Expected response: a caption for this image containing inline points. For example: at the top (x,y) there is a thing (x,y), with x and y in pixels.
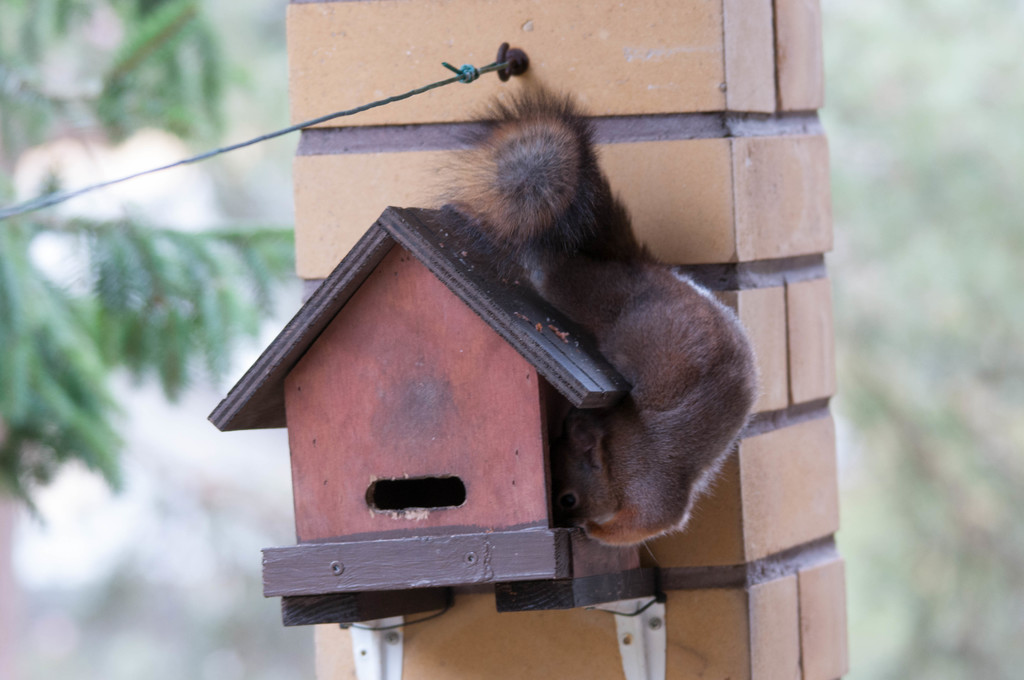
In the front of the image (353,457) there is a bird house (480,428), animal (684,341), pillar (564,21) and rope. In the background of the image (68,333) it is blurry and there are leaves (173,274).
